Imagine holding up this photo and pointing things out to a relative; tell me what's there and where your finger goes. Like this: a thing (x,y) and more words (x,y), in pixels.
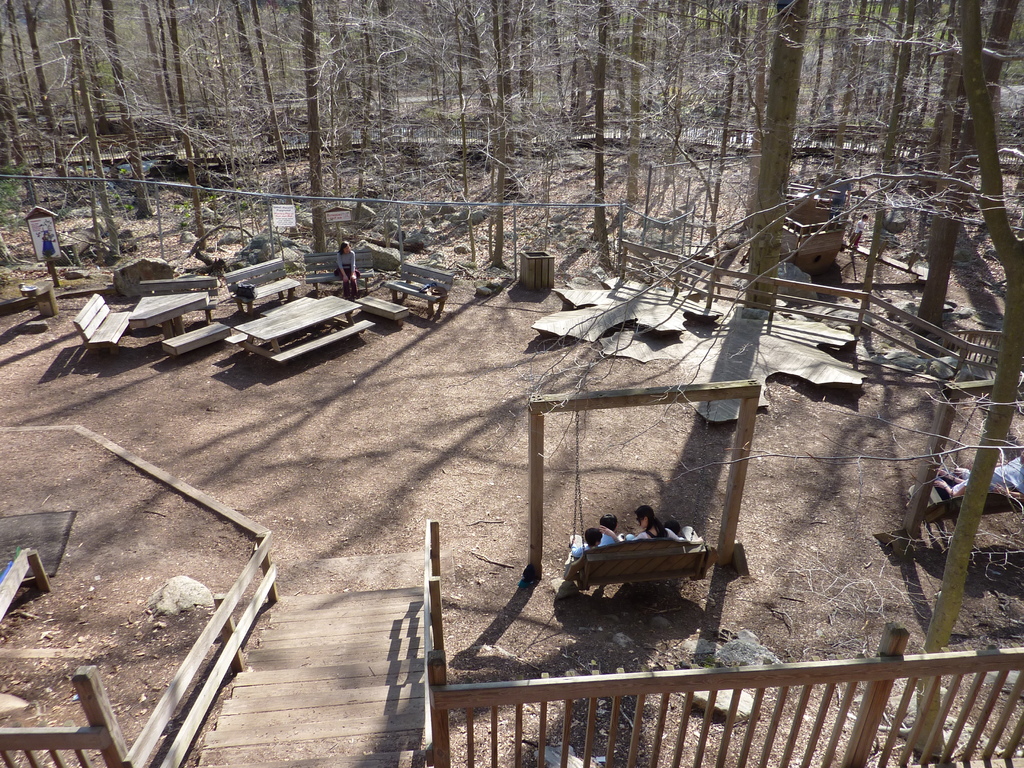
At the bottom (290,608) we can see steps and fence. On the right (730,543) there are two single swing frames (624,562) and few persons (632,538) are sitting on it. In the background (281,341) there is a woman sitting on the wooden bench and there are wooden benches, tables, bare trees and a person (836,207) is standing on the right side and there are other objects (906,260).
